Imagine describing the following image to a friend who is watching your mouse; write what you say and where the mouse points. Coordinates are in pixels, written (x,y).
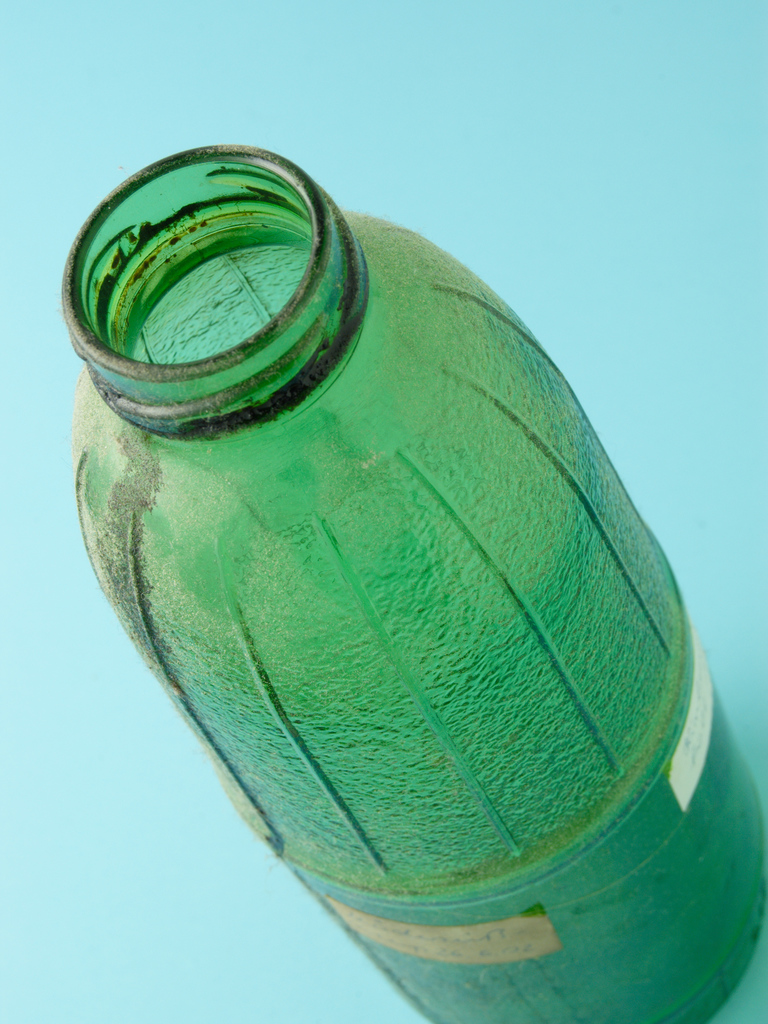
In the image we can see there is a green colour glass bottle (415,724).
